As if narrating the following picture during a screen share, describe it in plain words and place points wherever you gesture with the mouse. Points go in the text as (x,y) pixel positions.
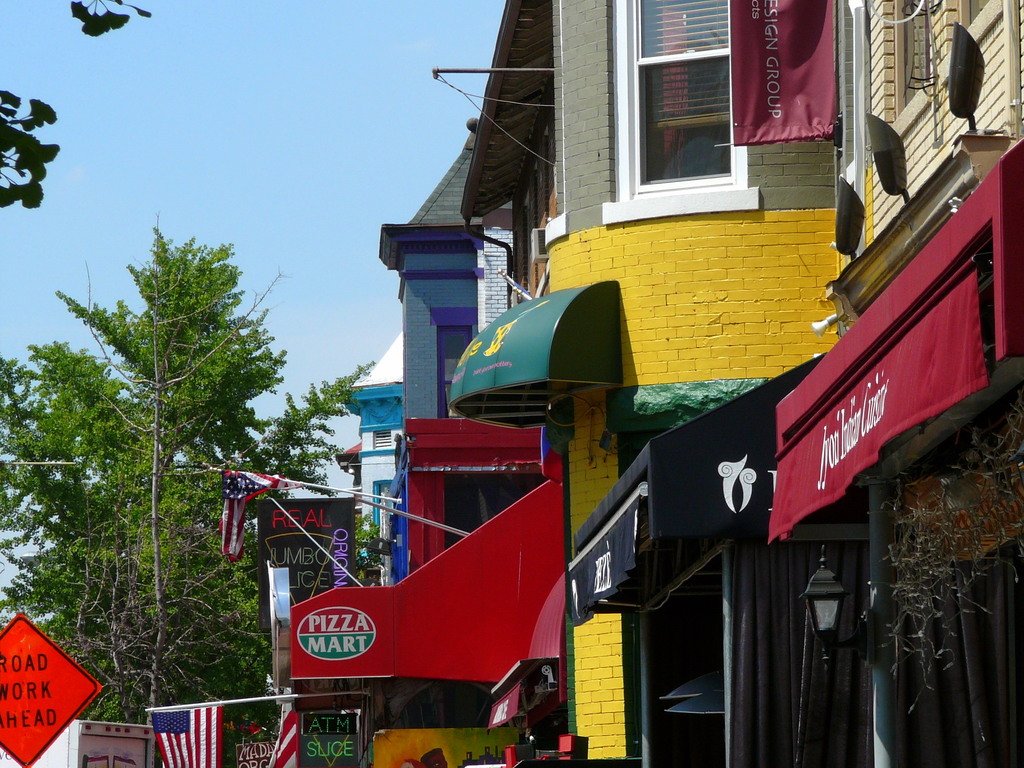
In this image, we can see buildings (671,415), banners (798,108), boards (305,718), flags (164,732), sign boards (49,682) and name boards (349,719), trees (156,464) and lights (815,615). At the top (231,138), there is sky (312,133).
